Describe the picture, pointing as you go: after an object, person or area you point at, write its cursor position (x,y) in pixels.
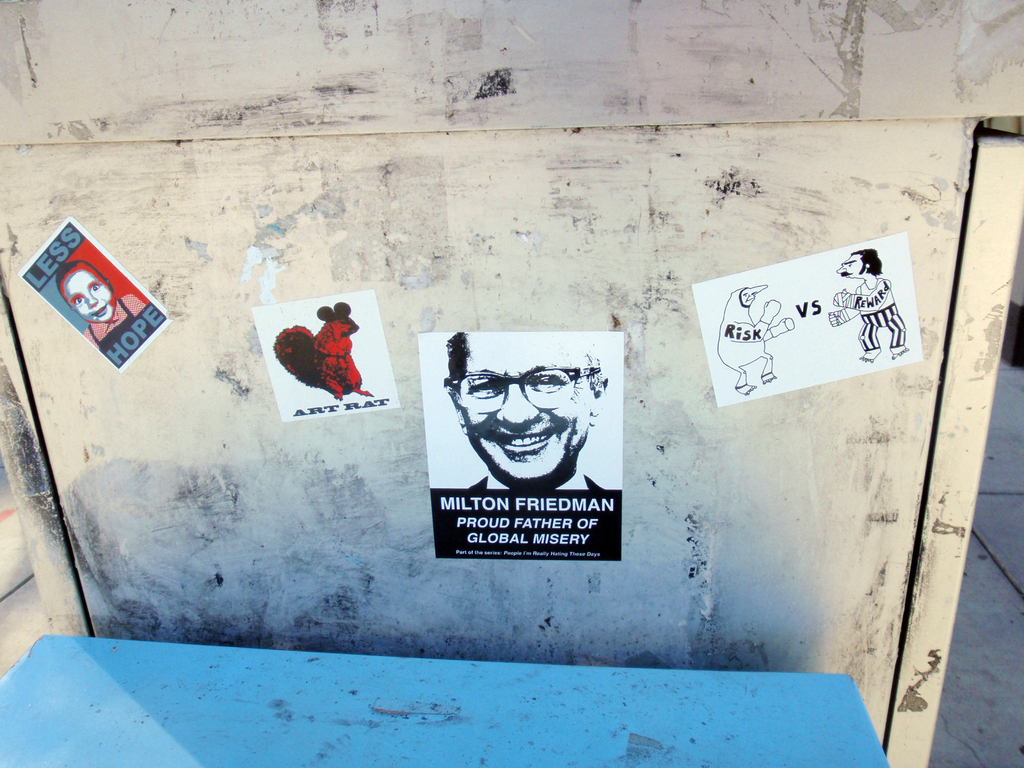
In the image there are some posters (441,374) attached to a surface (483,278) and in front of that there is some blue object (778,751).
